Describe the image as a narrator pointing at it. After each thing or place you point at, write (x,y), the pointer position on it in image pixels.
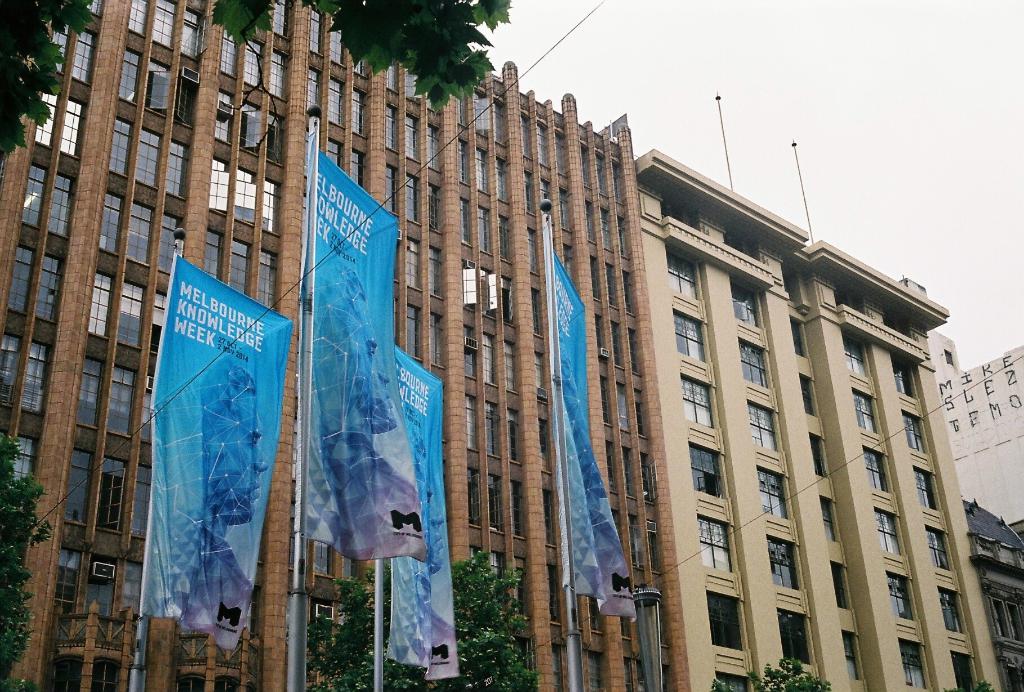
In this picture we can see hoardings (597,586) and trees (425,3) in the front (368,14), in the background (74,576) there are buildings (715,444), we can see the sky (837,116) at the top of the picture (841,61), there is some text (253,345) on these hoardings (272,375).
